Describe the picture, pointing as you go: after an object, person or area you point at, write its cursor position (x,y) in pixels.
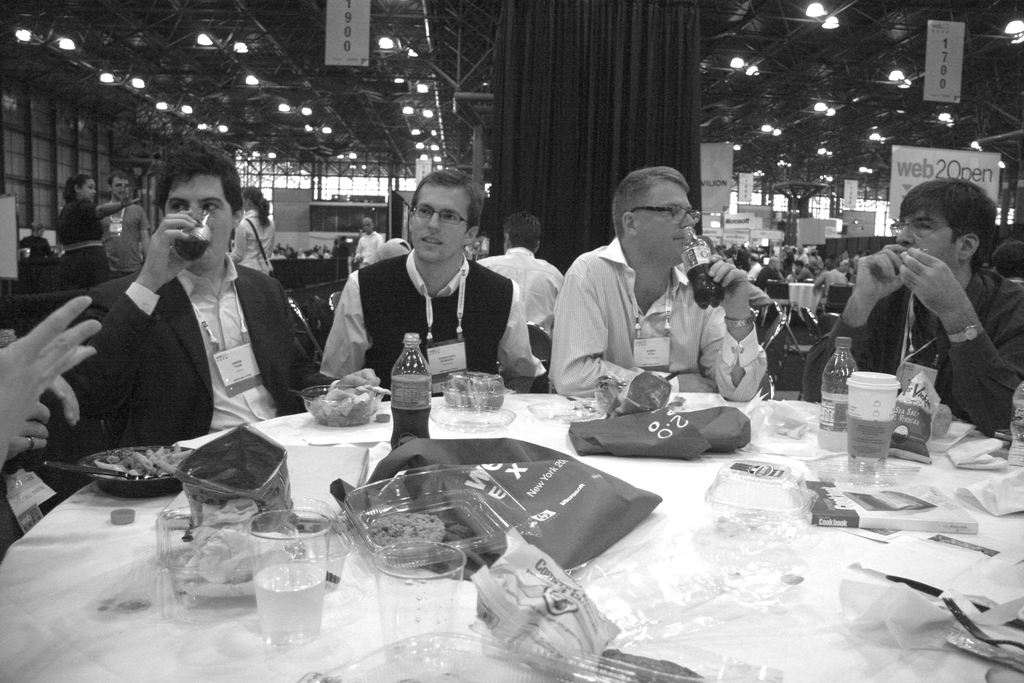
In this picture we can see a group of people (427,229) some are sitting on chairs (307,297) and drinking with glass (203,220) and bottles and some are standing and in front of them there is table (119,668) and on table (133,681) we can see glasses (388,630). boxes (485,491), bag (532,486), cloth (554,444), bottles (416,398), bowl (372,410) some dishes (341,410) in it and in background (541,52) we can see curtains (576,88), lights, banners (328,19), wall (90,137).
